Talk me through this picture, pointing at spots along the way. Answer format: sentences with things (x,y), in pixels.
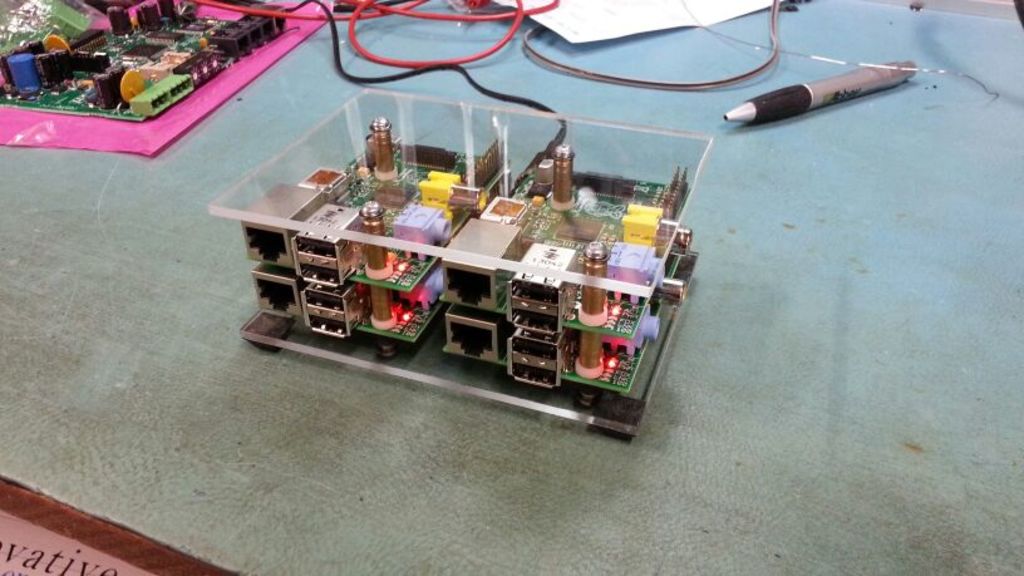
In this picture I can see the blue and brown color surface (29,257), on which there are few equipment (296,237), wires (351,10) and a pen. On the left bottom corner of this picture (18,534) I can see something is written.
